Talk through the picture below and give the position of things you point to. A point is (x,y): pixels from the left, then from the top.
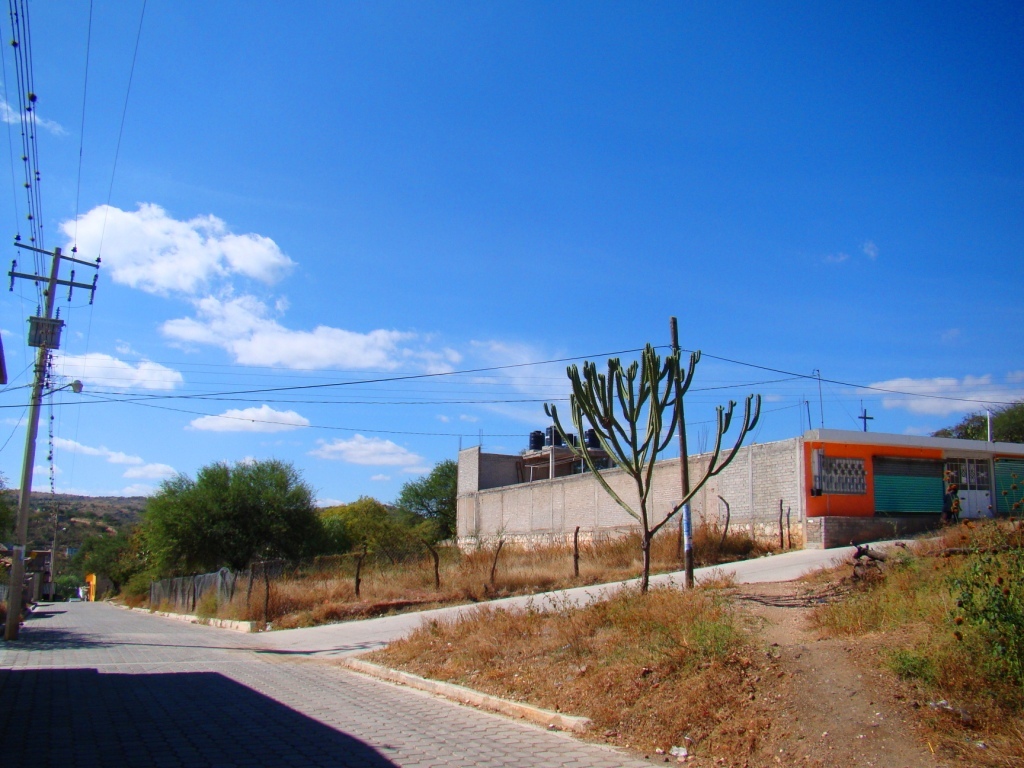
In this picture we can see road (93,621), plants (1023,522), grass (470,568), fence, poles (34,399), wires (22,407), building (632,523) and trees (287,554). In the background of the image (112,478) we can see hill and sky (186,442) with clouds (257,409).
